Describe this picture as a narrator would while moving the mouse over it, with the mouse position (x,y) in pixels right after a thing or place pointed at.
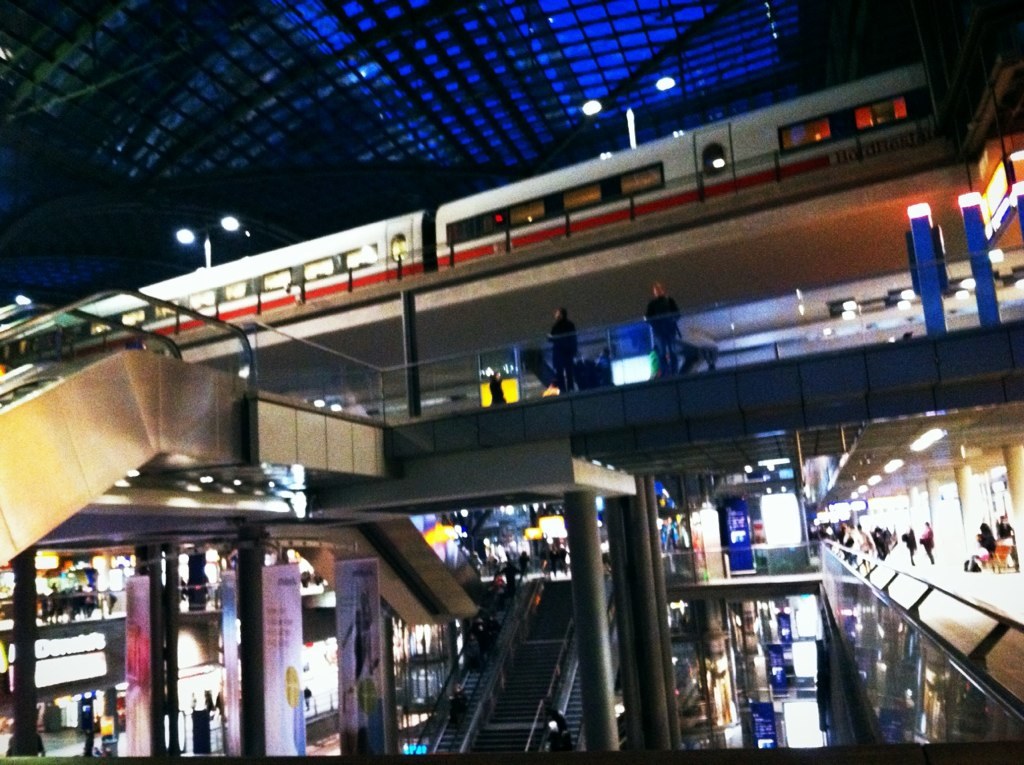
This picture shows a train (234,307) and we see couple of escalators (14,414) and people (497,397) standing and we see few lights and banners (357,611) hanging and few people (1008,530) seated.
